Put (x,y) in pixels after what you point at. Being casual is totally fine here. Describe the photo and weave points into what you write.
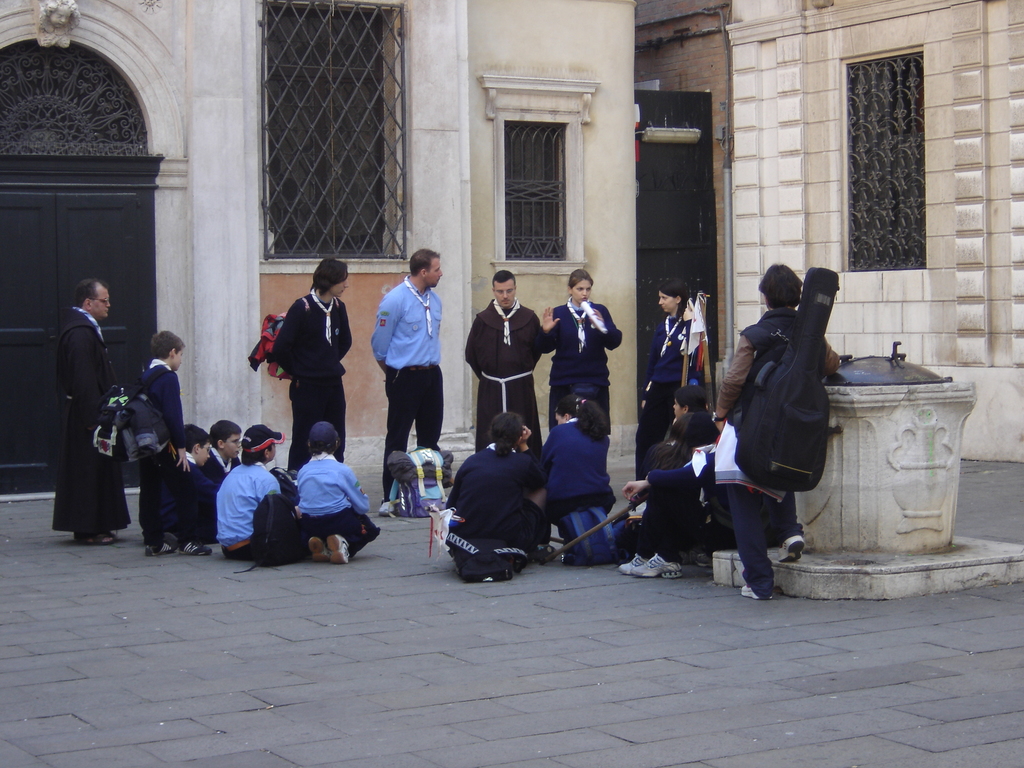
In the middle (674,415) I can see a group of people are standing and sitting on the floor (699,616). In the background (655,210) I can see a building (851,246), doors (77,229), windows (383,234) and a wall (470,218). This image is taken may be during a day.
